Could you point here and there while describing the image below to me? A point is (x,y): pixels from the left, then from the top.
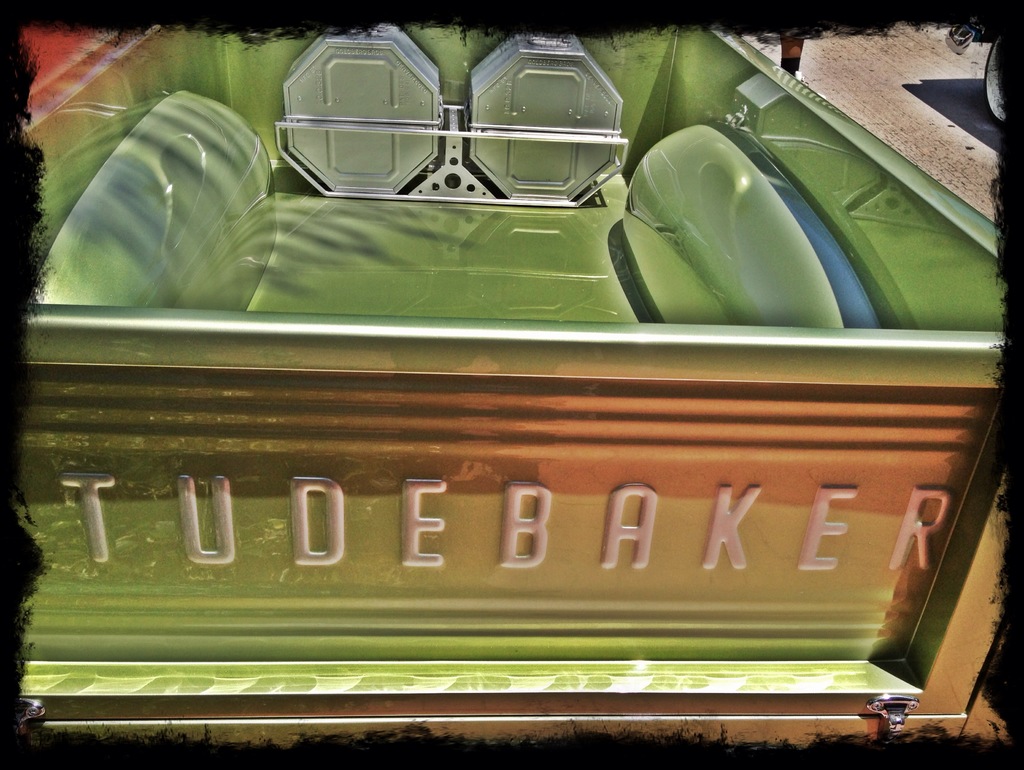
In this image we can see a vehicle (634,430), person's leg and a wheel (994,61) on the ground (965,72). This image is edited with a frame (815,6).
